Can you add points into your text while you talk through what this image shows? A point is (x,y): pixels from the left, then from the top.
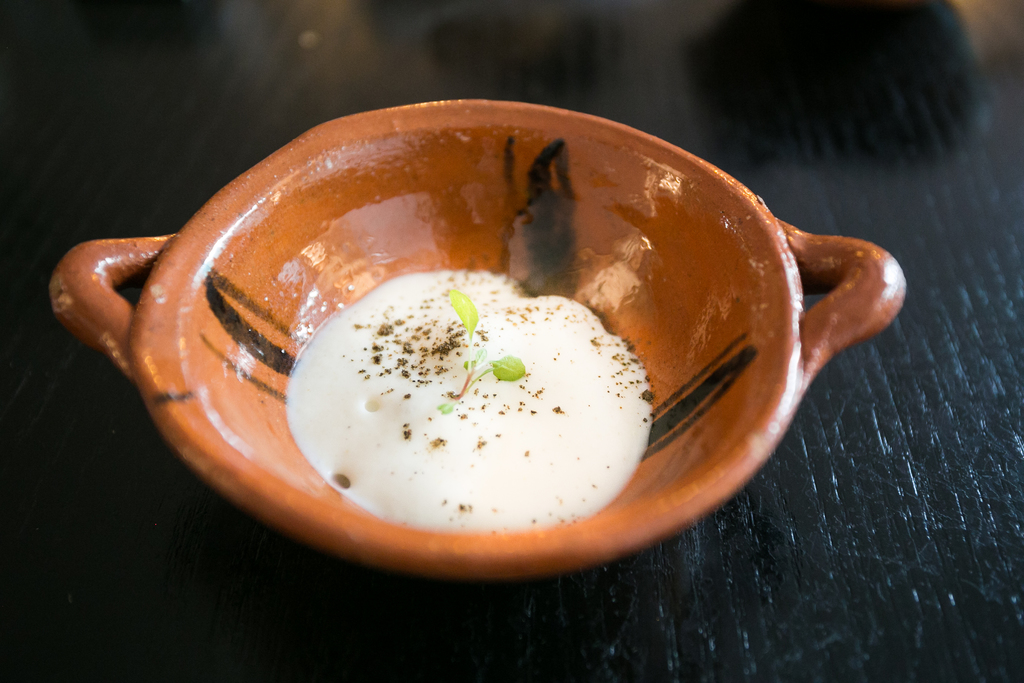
In this image, we can see a brown container (630,249) kept on the black surface (220,7).
